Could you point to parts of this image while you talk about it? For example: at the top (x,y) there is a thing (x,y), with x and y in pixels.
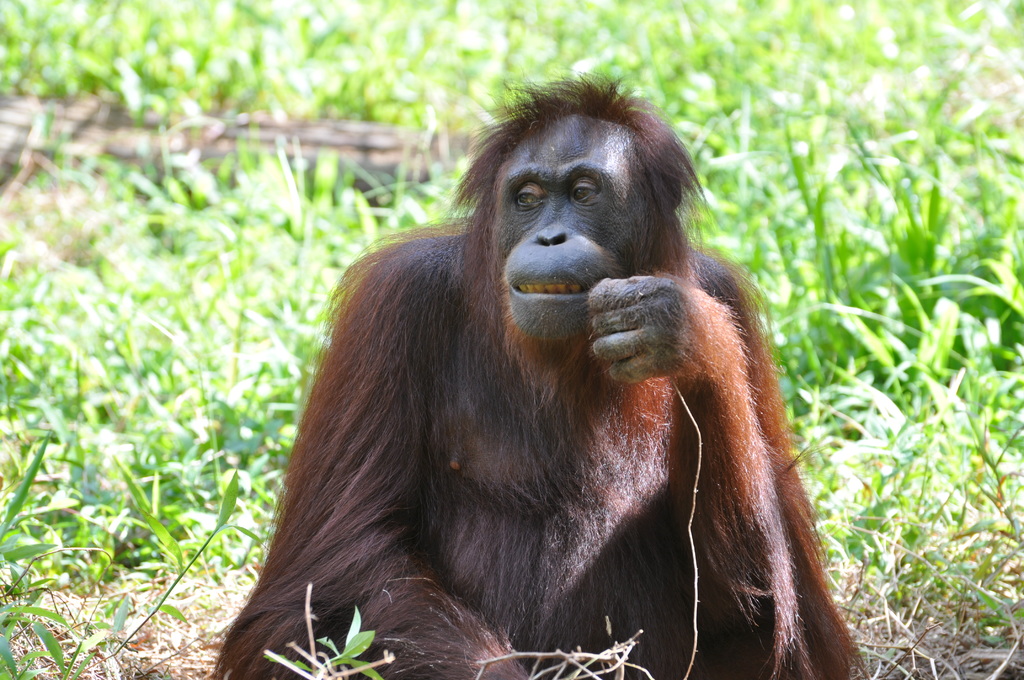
In the middle of this image (607,259), there is a brown color orangutan (385,282), watching something and sitting. On the left side (51,545), there are plants (6,478). On the right side (924,483), there are plants (933,564). In the background (954,516), there are plants (945,191). And the background (984,116) is blurred.
